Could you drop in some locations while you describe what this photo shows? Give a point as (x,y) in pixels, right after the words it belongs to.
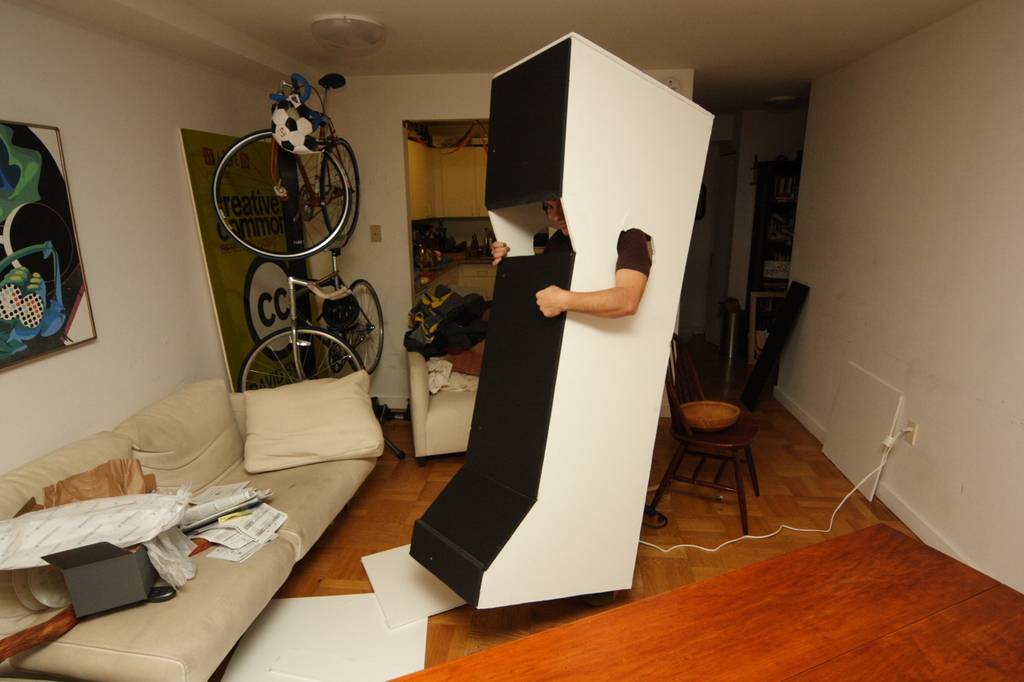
there is a room (392,72) in that room (310,304) there are many items (464,381) cycle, sofa (315,468) a person (484,362) wearing a different costume (581,423) which is like a box (503,436).
